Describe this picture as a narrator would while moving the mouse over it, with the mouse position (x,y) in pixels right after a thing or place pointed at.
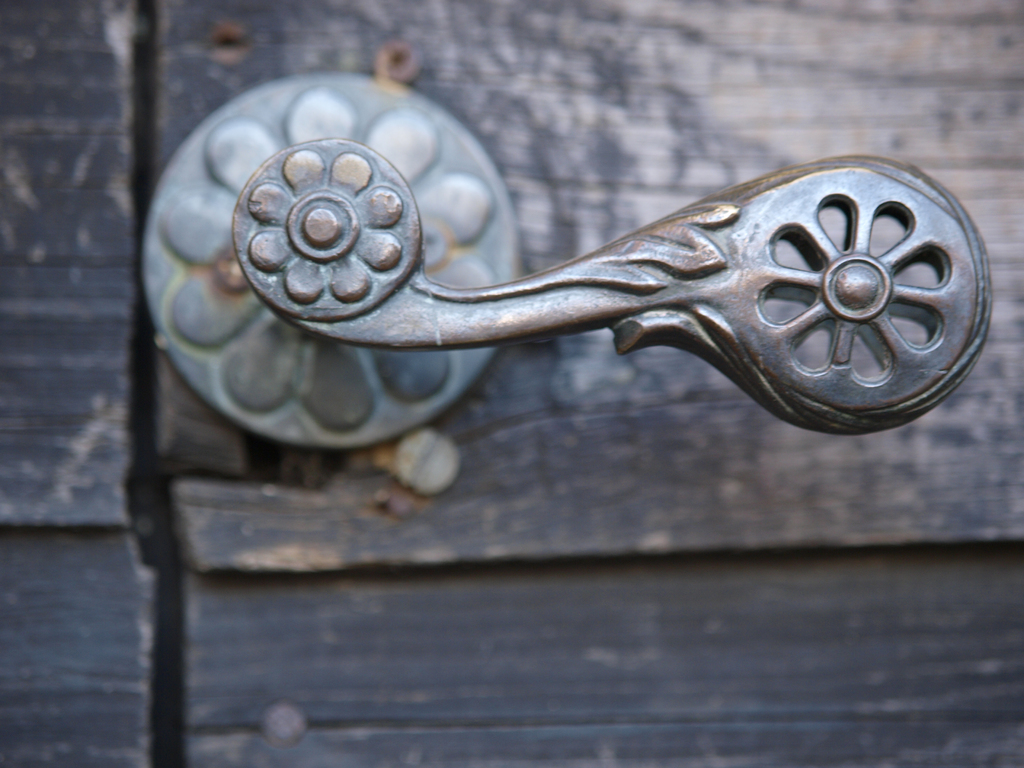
In this image we can see a door handle (511,281).
